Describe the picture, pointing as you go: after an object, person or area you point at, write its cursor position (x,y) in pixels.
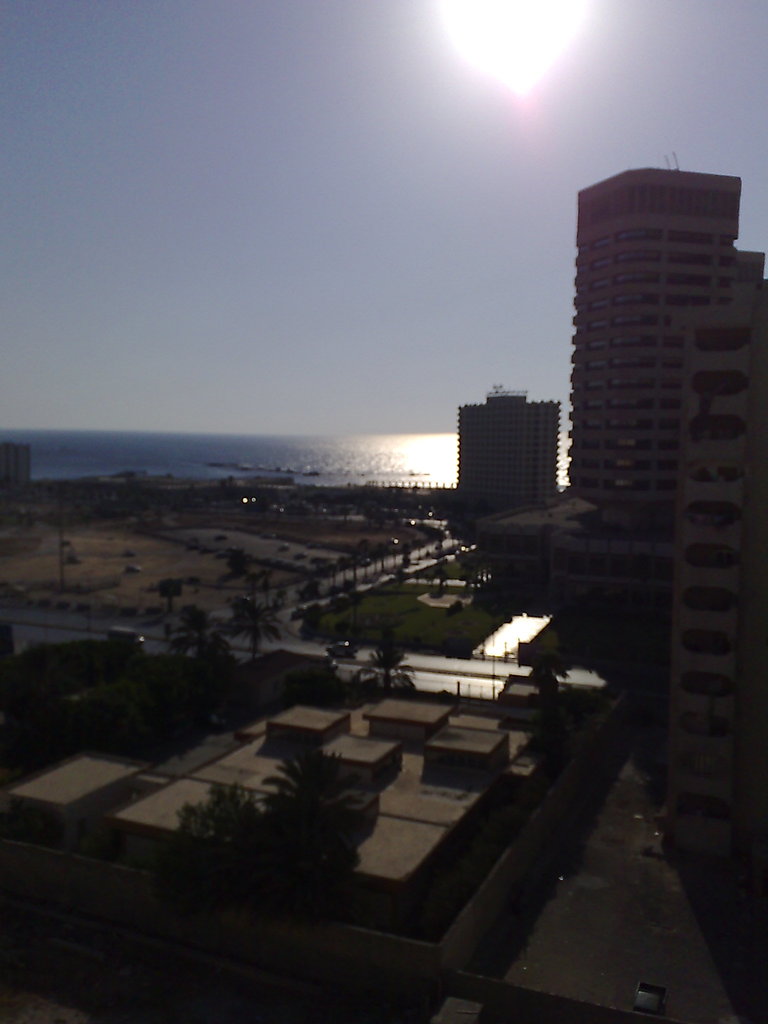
In this picture we can see a few trees (350,876) and vehicles (132,570) on the road (160,620). Some grass (420,622) is visible on the ground (390,610). We can see a few buildings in the background (556,523). There is the water (414,462). We can see the sky (301,174) on top of the picture (390,144).
